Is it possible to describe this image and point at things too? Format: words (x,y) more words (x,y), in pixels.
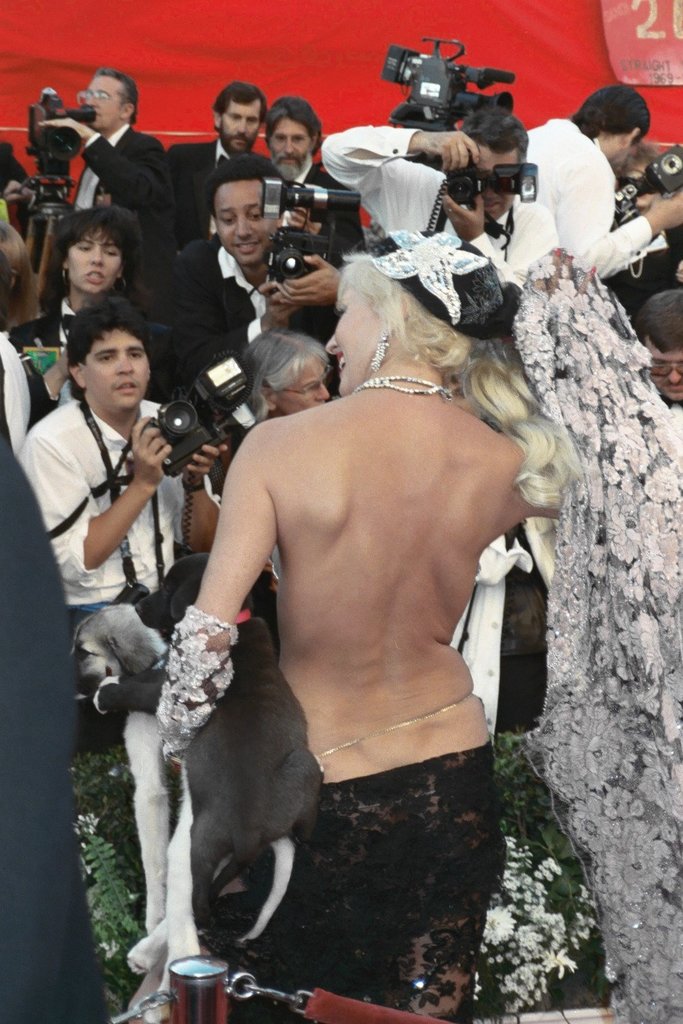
In this image, In the middle (434,682) there is a woman (478,874) she is standing and holding a white color cloth (613,624) and in the background (168,429) there are persons (105,332) holding the cameras (224,400) which are in black colors they are taking the pictures and there is a red color cloth (236,63).
